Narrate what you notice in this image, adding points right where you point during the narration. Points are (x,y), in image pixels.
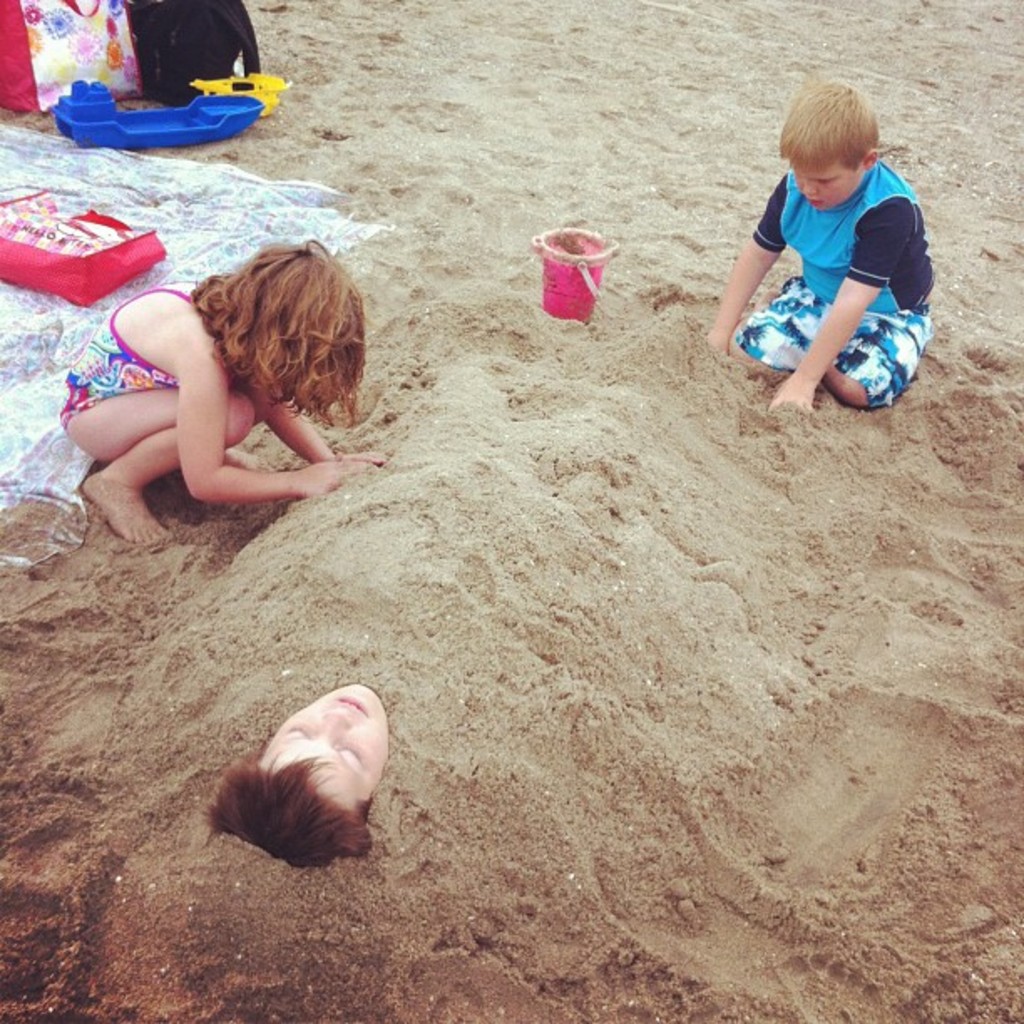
In the middle of the image (584,558) a person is in the sand (416,427). Surrounding him few kids (123,420) are sitting and there are some toys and bags (173,81).
